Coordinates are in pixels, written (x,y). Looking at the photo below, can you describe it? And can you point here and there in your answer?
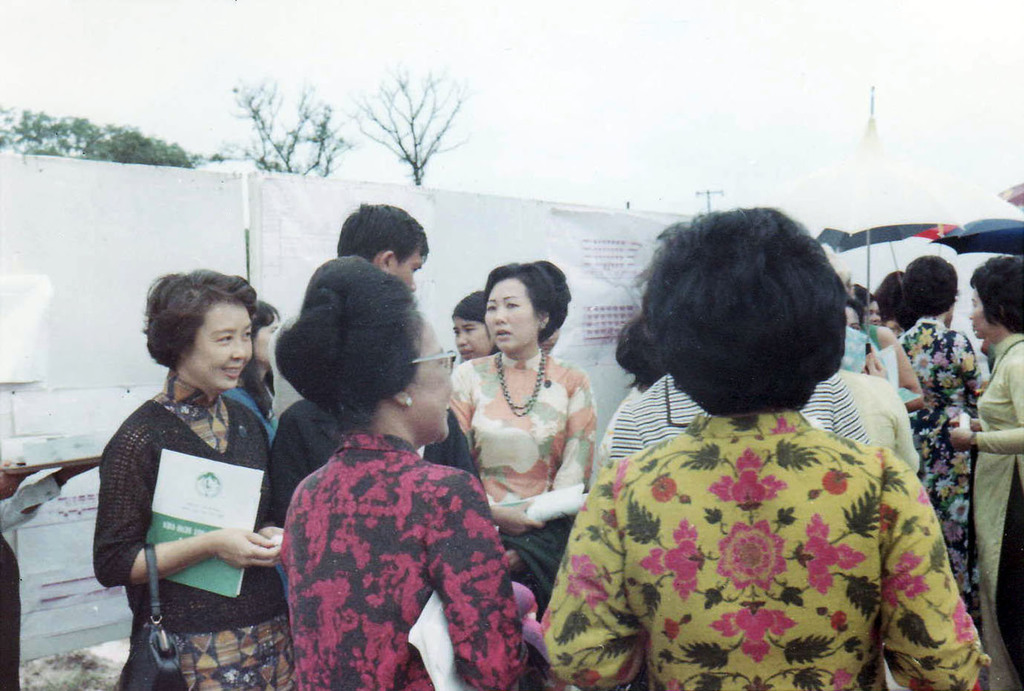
In the center of the image (369,446) we can see women (717,473) standing on the road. In the background (929,233) we can see umbrella (929,233), boards (625,233), trees (89,134) and sky (712,59).
